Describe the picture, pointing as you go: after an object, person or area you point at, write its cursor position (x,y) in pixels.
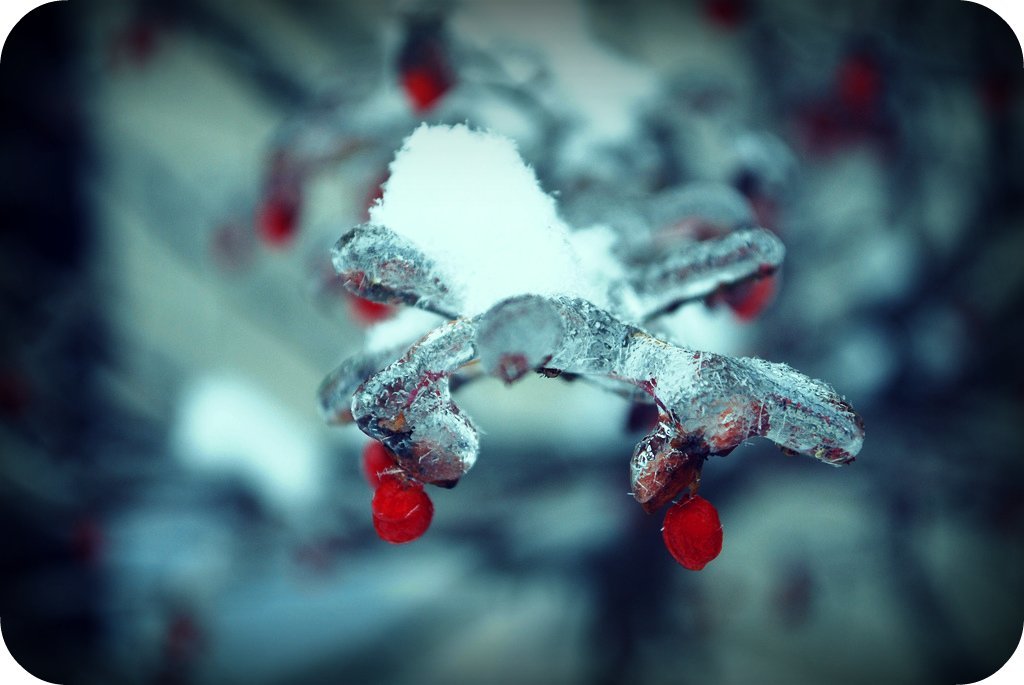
As we can see in the image in the front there is fruit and the background (503,670) is blurred.
